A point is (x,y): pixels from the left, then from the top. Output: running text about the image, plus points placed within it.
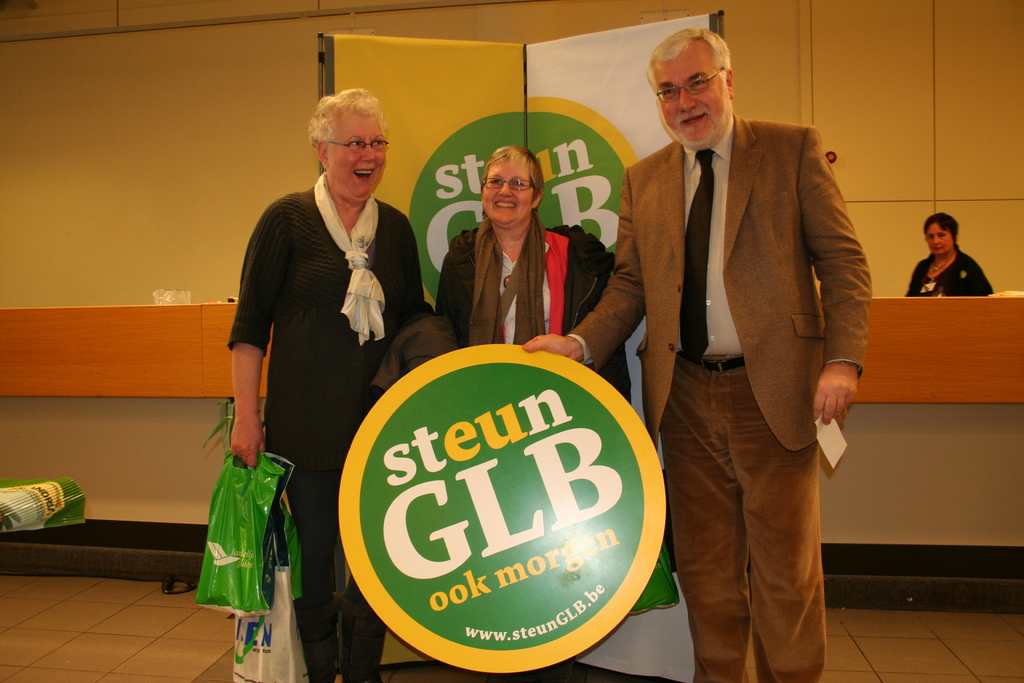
In the image we can see three people (316,291) standing, wearing clothes (545,268), spectacles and they are smiling. The left side person (254,407) is holding the plastic cover (224,516) in hand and here we can see board (546,387) circular in shape and text (502,541) on it. Behind them there is another person (970,289) wearing clothes (956,291). Here we can see the poster (426,93), floor (117,639) and the wall (124,196).
